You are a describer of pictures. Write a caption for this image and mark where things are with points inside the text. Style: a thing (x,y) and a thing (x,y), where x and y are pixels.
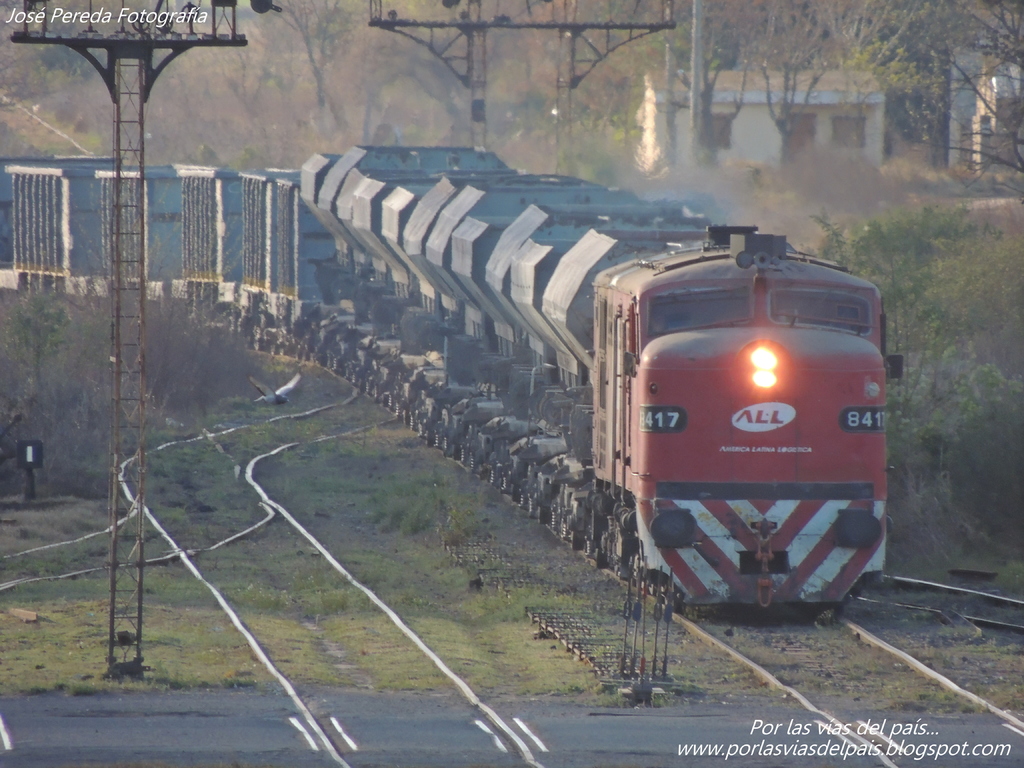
In this image there are tracks (860,691), on one track (901,664) there is a train (659,450) and there are iron poles (149,55), on the background (968,308) there are trees (105,376), in the bottom right (838,741) there is text (926,752), in the top left (39,21) there is text (85,15).
